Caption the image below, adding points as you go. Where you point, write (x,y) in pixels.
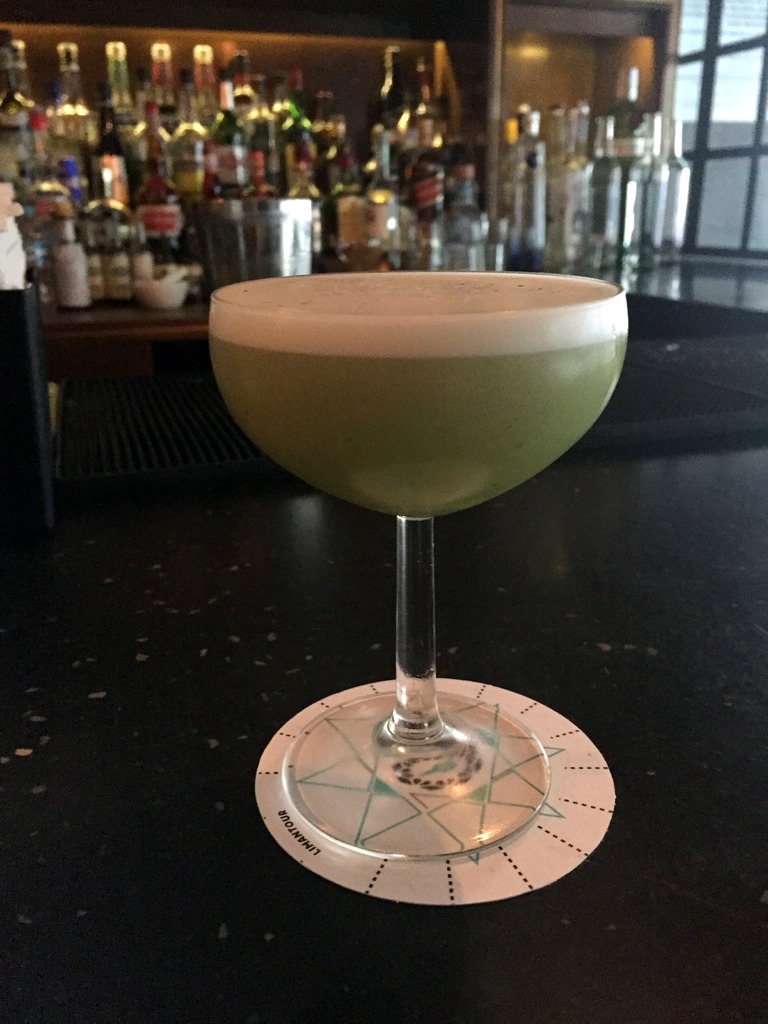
In this picture I can see a glass (374,354) with liquid (356,368) on an object (568,851), and in the background (241,156) there are wine bottles (436,191) and some other items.
